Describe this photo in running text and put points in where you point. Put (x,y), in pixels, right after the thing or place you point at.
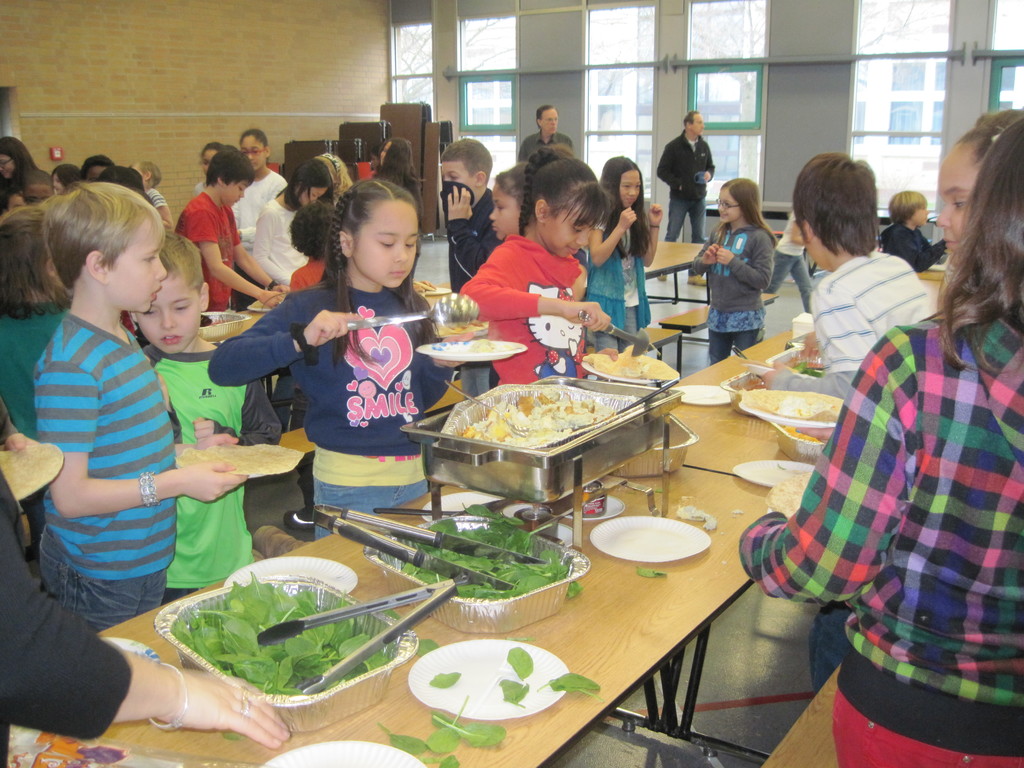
In this picture we can see a group of children's (361,287) standing and in front of them on table (319,742) we have bowls (219,664) with leaves (463,556) in it, plate (658,546), tray (643,442), some food item (752,390) and in background (522,130) we can see two men (548,111) standing, windows (507,77), wall (258,67), wooden planks (298,156).
